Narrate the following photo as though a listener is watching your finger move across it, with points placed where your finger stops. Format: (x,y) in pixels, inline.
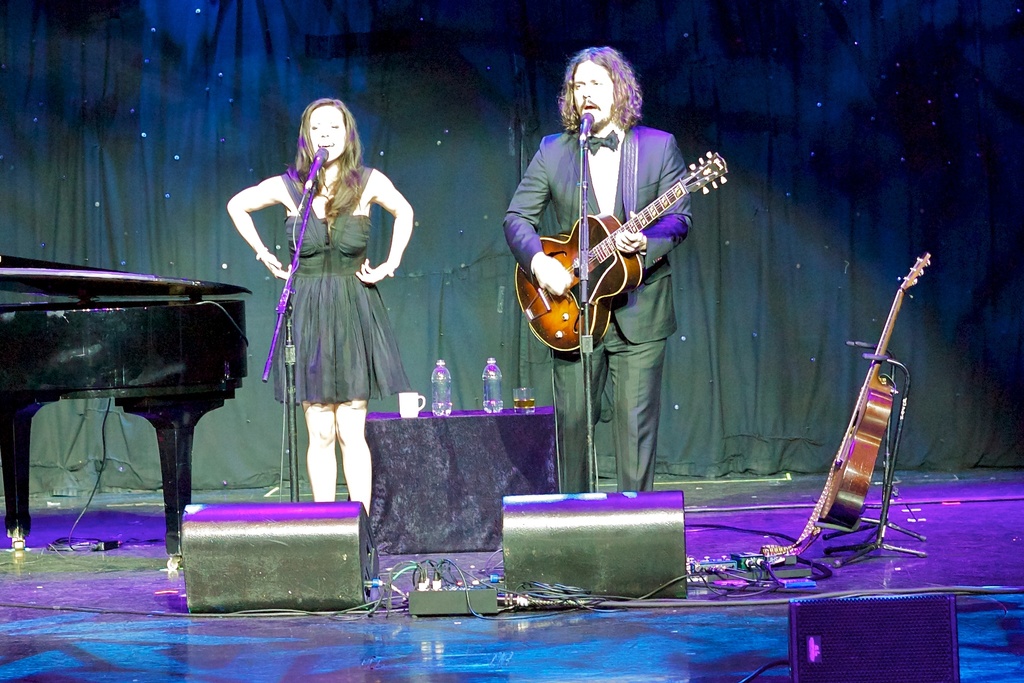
In the picture we can see a man (636,245) and a woman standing near the microphone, man (605,73) is playing the guitar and singing in the microphone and woman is also singing in the microphone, behind them there is a table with two bottles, glass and cup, beside the woman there is a piano (151,415), and beside the man (604,88) there is a guitar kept on the stand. In the background (756,220) we can see a black color curtain (750,247).
